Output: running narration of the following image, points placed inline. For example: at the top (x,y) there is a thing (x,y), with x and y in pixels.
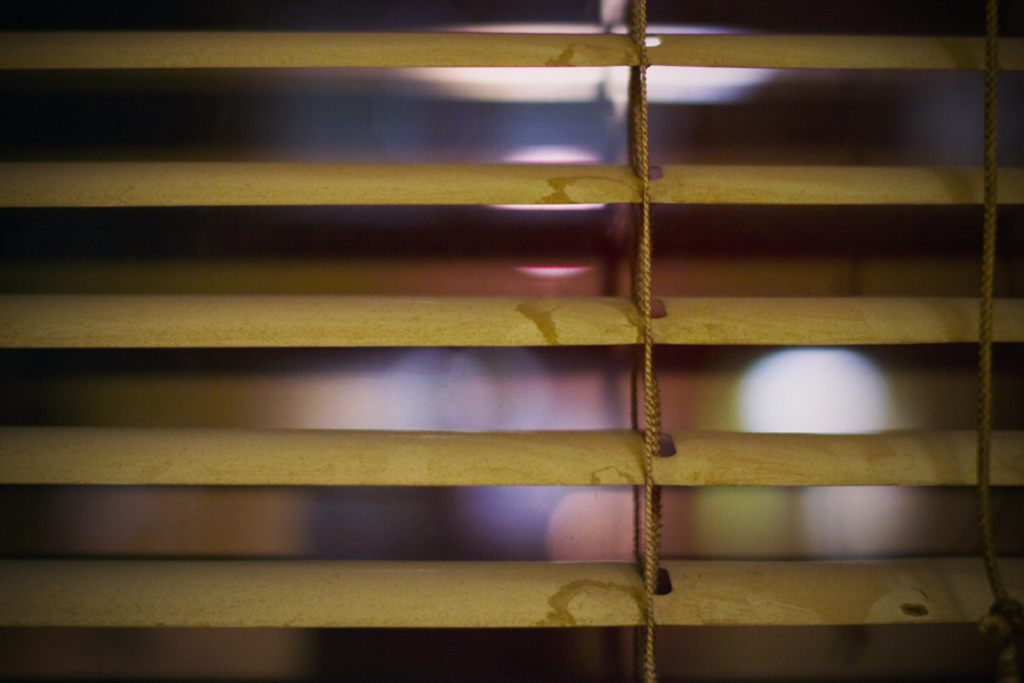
In this image I can see few things (571,310) and few ropes (653,525) in the front (691,585). In the background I can see few lights (479,81) and I can also see this image is little bit blurry.
